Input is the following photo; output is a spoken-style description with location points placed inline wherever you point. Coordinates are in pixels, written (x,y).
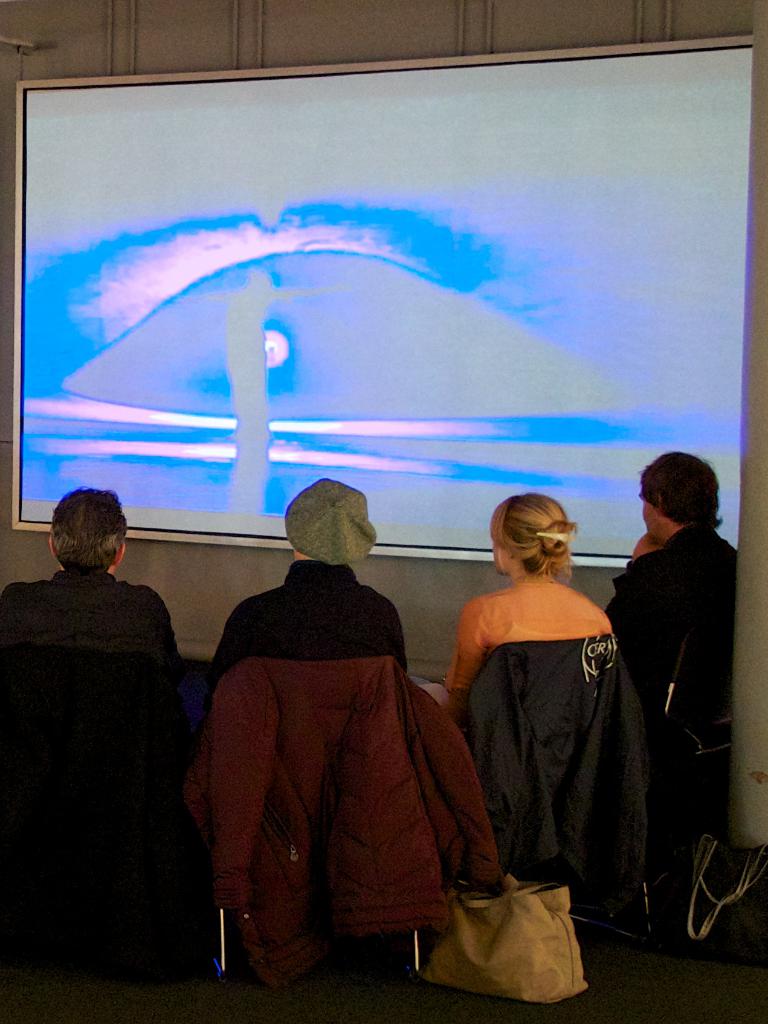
In this picture we can see group of people (394,642), behind them we can find few bags (517,972) on the floor (602,937), in front of them we can see a screen (381,220) and few pipes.
